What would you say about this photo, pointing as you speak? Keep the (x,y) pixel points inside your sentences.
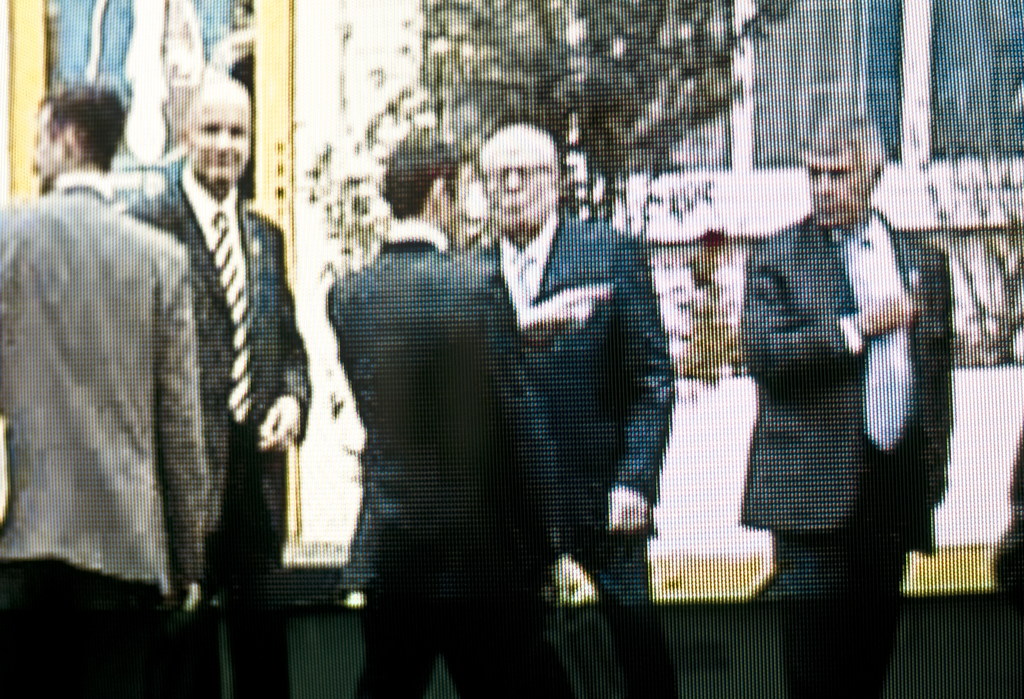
It looks like an edited picture. I can see group of people (341,301) standing, and in the background (669,170) there are trees (681,43) and a building (860,40).
